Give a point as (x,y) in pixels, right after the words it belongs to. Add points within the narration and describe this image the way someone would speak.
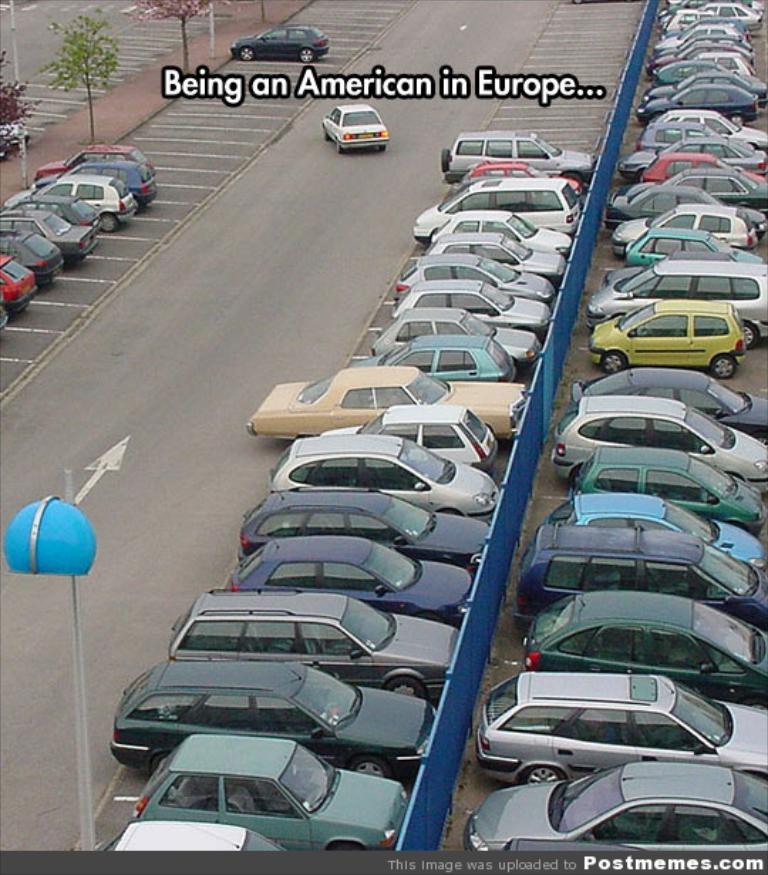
In this image we can see cars (85,186) on the road (317,251). There are plants (104,49). There is some text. At the bottom of the image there is a pole (91,841).
